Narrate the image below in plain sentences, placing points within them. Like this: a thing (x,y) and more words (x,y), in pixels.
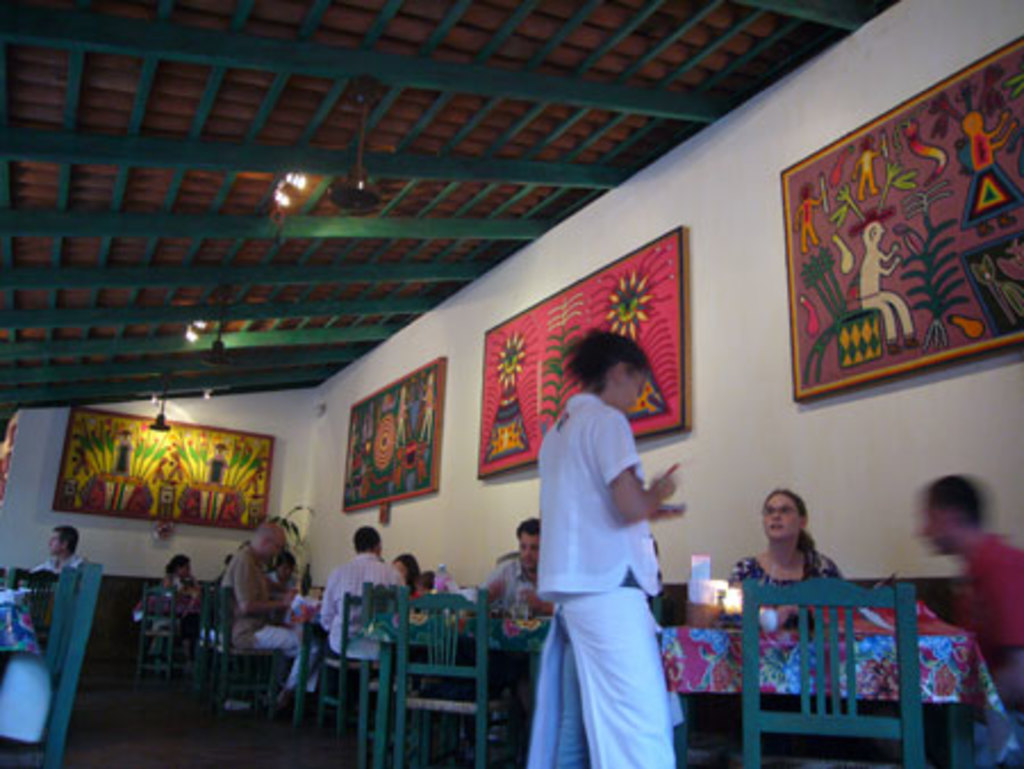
In this picture there is a woman (620,535) who is wearing white dress (582,634). She is standing near to the table (732,652). On the table (813,690) we can see water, glass (765,617) and other objects (765,617). Here we can see two person (1016,594) sitting on the chair (880,722). On the wall (782,269) we can see paintings (513,348). On the top (423,11) we can see wooden roof (221,224) and light (282,208). Here we can see group of persons (270,548) who are sitting on the chair (482,626) and eating the food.
